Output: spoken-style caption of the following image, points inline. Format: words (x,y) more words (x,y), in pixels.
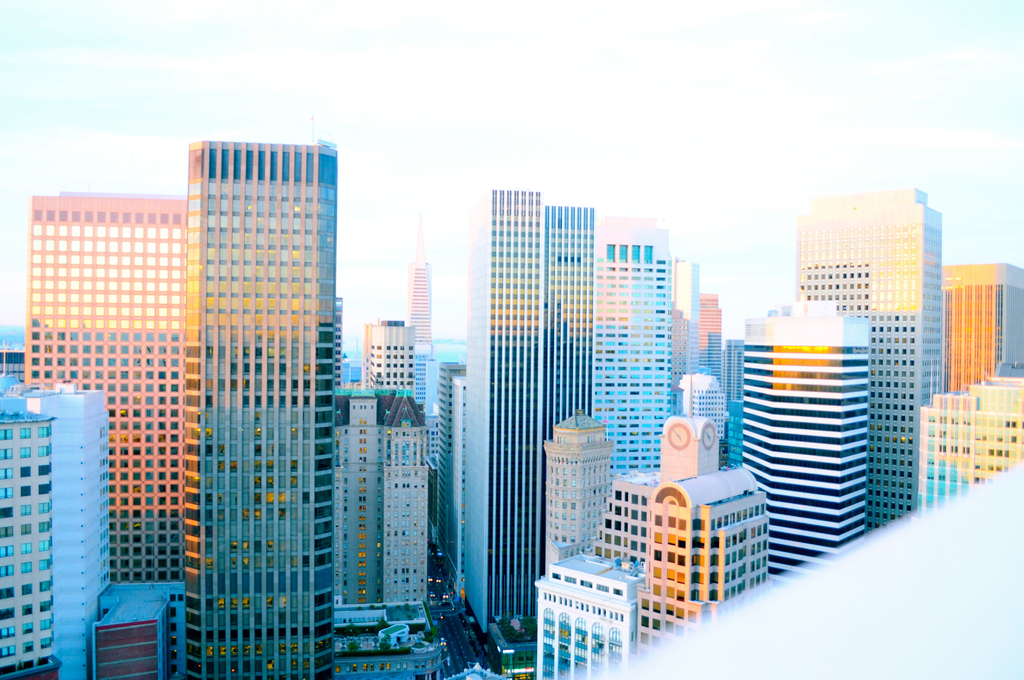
In this picture we can see buildings (591,623) with windows (567,649), vehicles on the road (442,624) and in the background (390,249) we can see the sky (395,119) with clouds (605,163).
